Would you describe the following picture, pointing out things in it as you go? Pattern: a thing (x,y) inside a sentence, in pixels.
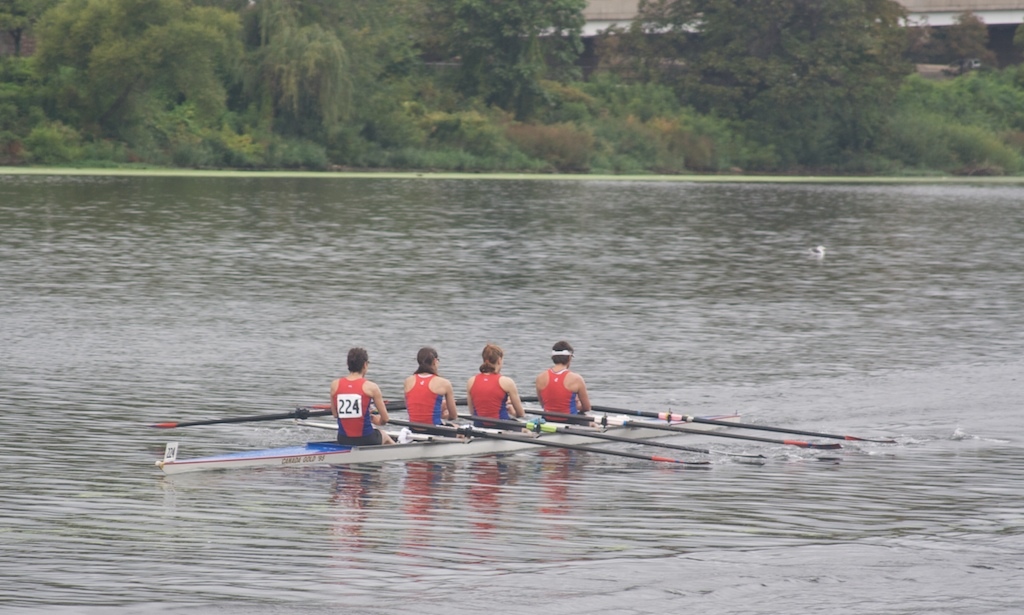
In this image in the center (432,370) there are persons (470,400) sitting on a boat (446,445) and rowing a boat (413,448) on the water (597,454). In the background (433,104) there are trees (620,79).
